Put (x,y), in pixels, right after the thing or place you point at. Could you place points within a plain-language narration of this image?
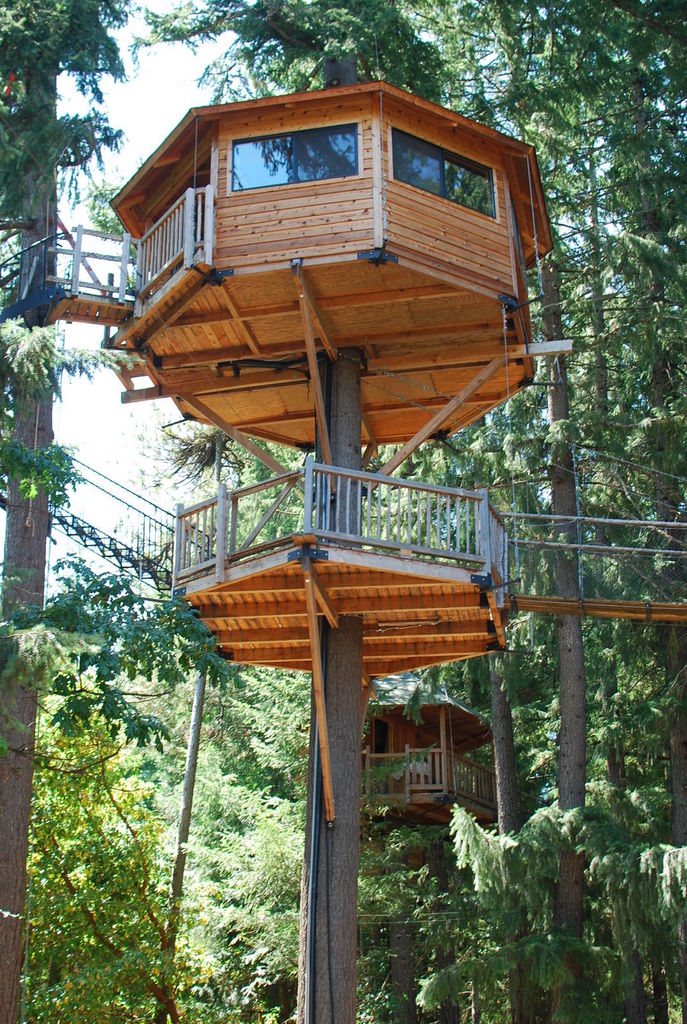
In this image I can see number of trees (393,521) and I can also see two tree houses (300,209) on the trees (685,690). On the both sides of the image I can see bridges (155,565) and in the background (101,268) I can see the sky (97,392).
